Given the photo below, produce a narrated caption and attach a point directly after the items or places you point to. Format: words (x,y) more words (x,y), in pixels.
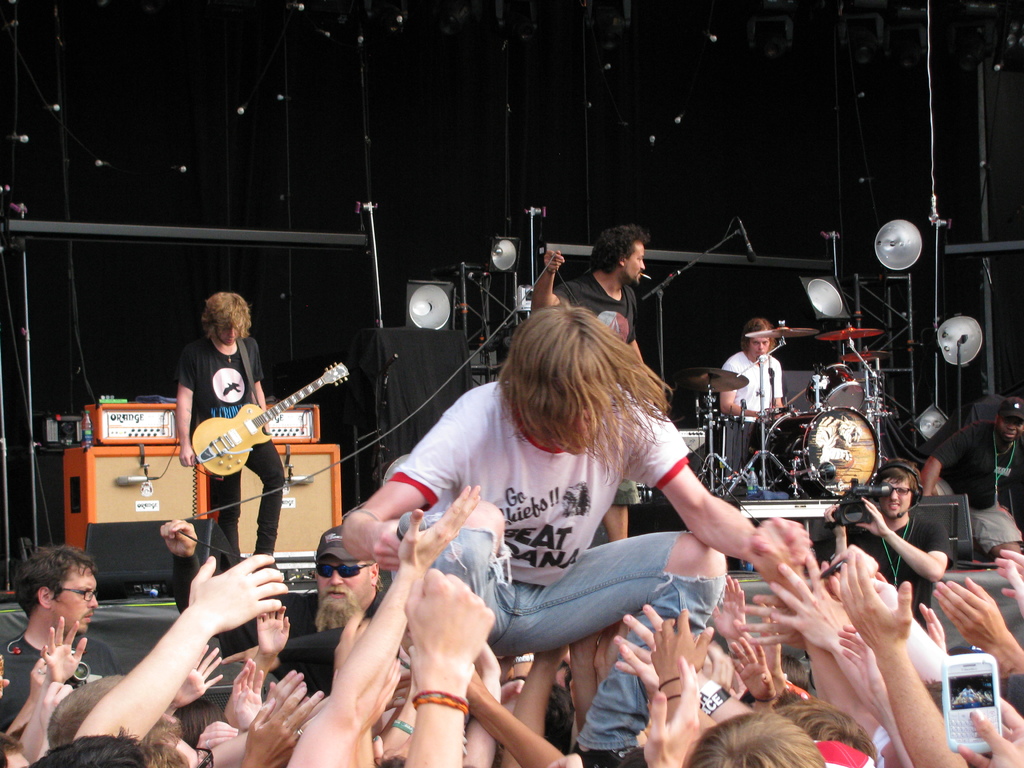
a music concert is going on. there are people (187,647) standing. behind them a person (235,376) at the left (212,399) is holding guitar (207,446). the person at the back (737,411) is playing drums (817,374).
